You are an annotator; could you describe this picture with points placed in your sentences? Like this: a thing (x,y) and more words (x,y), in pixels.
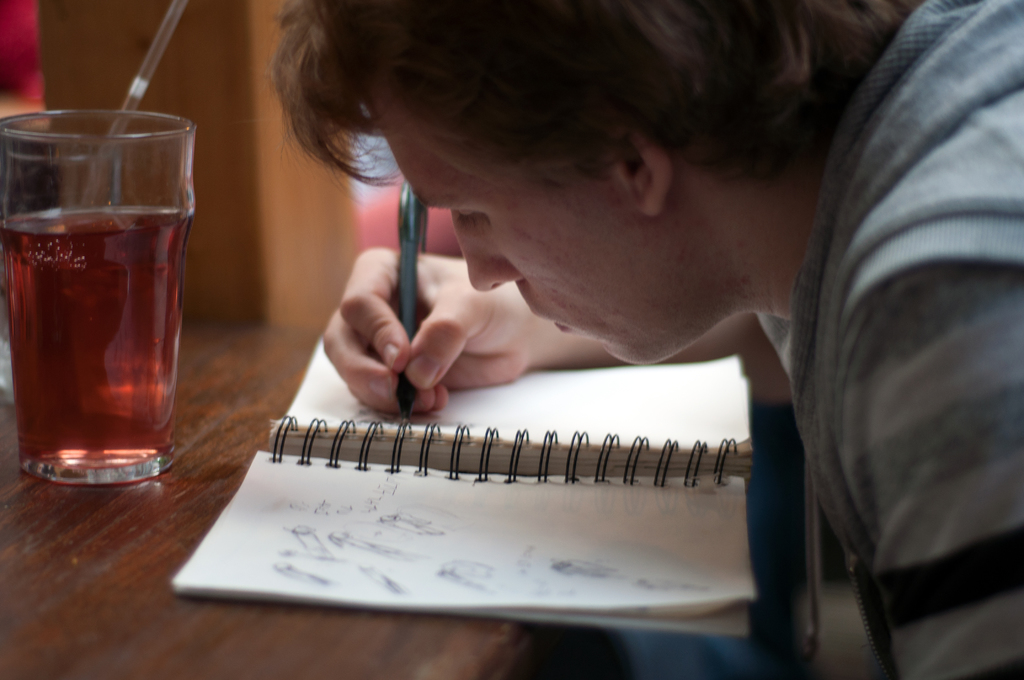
In this image we can see a man (929,442) writing on the book (432,442) which is placed on the table (238,610) and there is a glass (116,424). In the background (281,246) we can see a wall (236,98).
